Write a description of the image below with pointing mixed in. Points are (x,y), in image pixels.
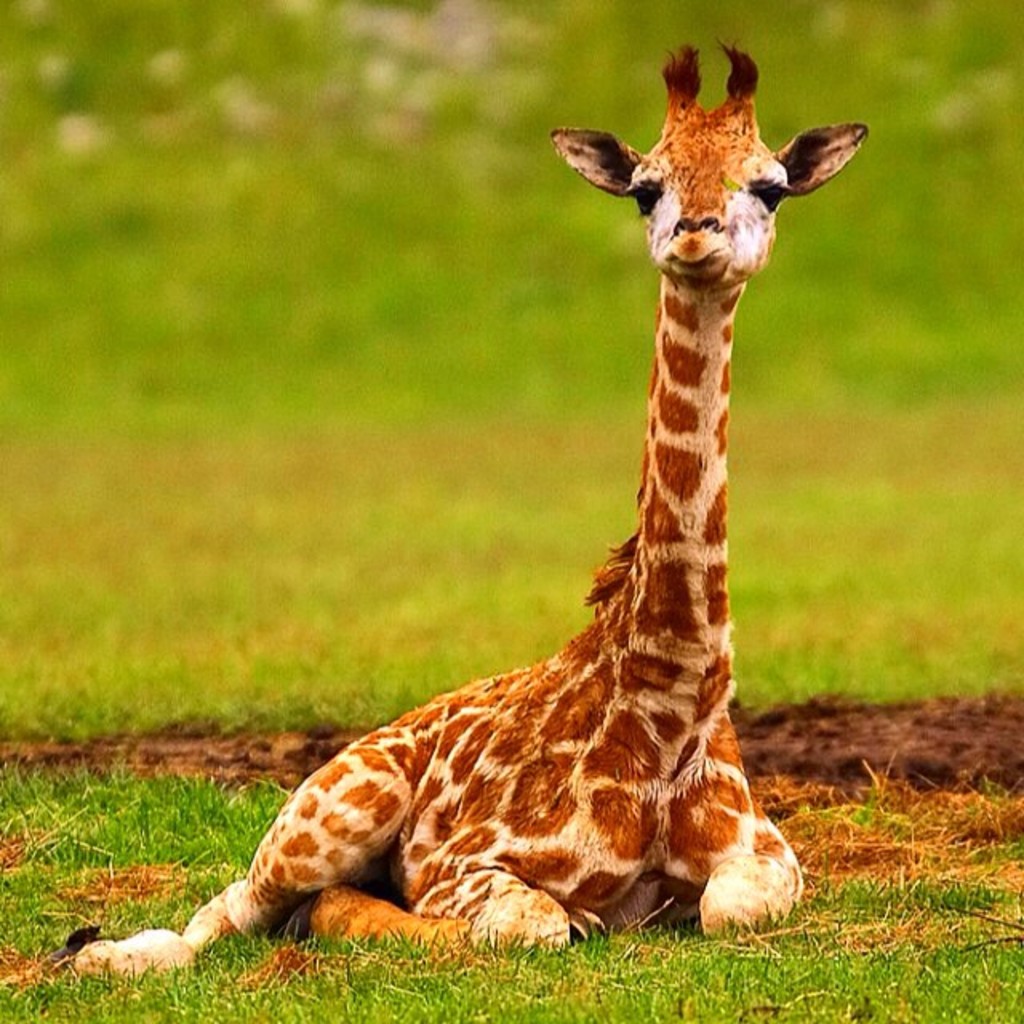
In this image I can see grass ground (249,801) and on it I can see a brown colour giraffe (613,745) is sitting. I can also see green colour in the background (915,654) and I can see this image is blurry from background (593,58).
